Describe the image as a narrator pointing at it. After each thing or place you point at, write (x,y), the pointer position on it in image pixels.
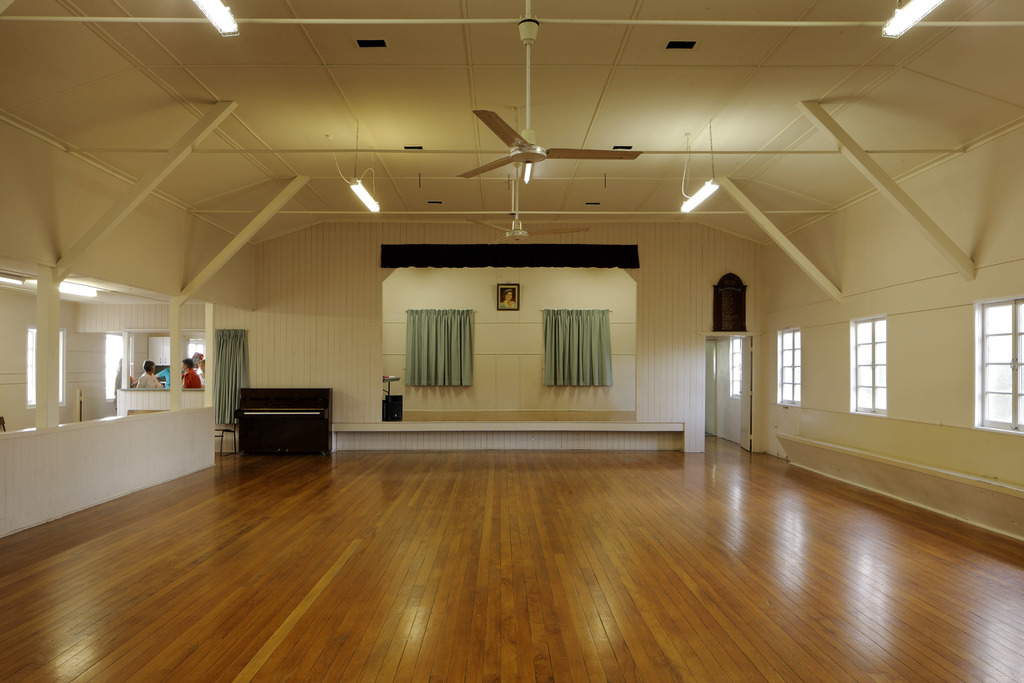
There are people (187,371) standing in the left corner (157,378) and there are two curtains (577,339), fans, lights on the top (528,108) and the floor (542,542) is brown in color.
